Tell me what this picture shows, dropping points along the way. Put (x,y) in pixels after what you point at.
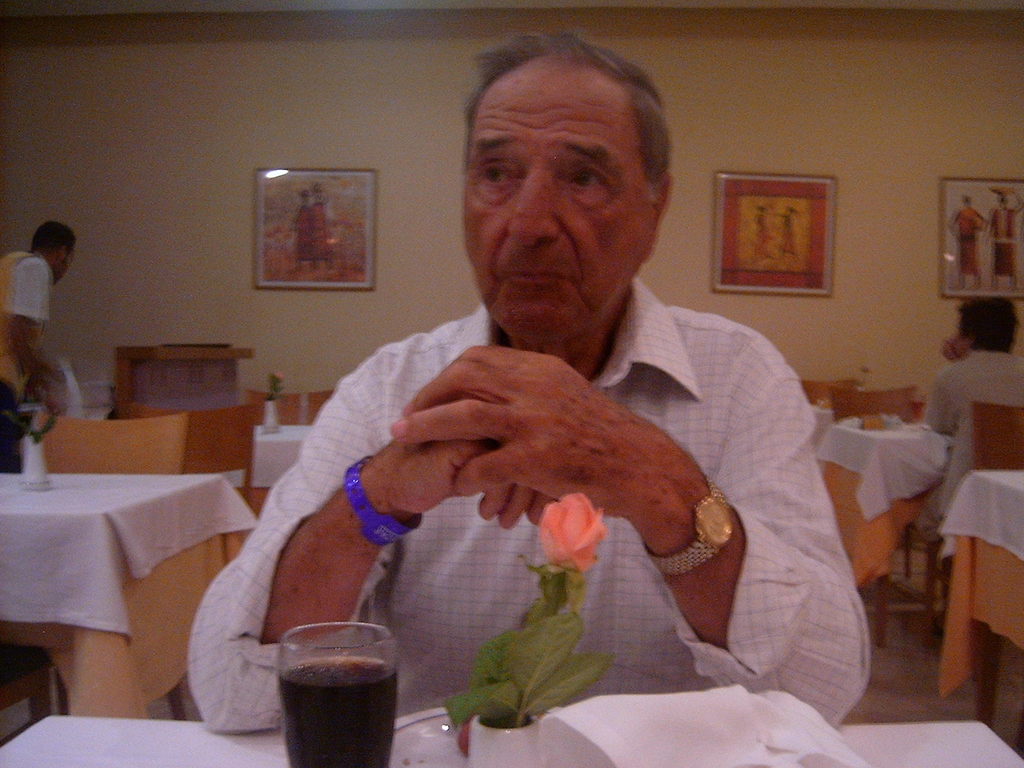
In this image I can see a man (385,568) wearing white color shirt (458,575) and sitting beside the table (876,738) On this table (256,740) I can see a flower pot (533,639), glass (345,703) and some papers (718,728). In the background (427,79) there is a wall (875,137) and few frames (950,191) are attached to it. On the right (964,542) and the left sides of the image there are few tables (172,519) covered with white clothes (70,504). On the right side (965,380) there is a man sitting on the chair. On the left side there is a man (31,328) standing.
